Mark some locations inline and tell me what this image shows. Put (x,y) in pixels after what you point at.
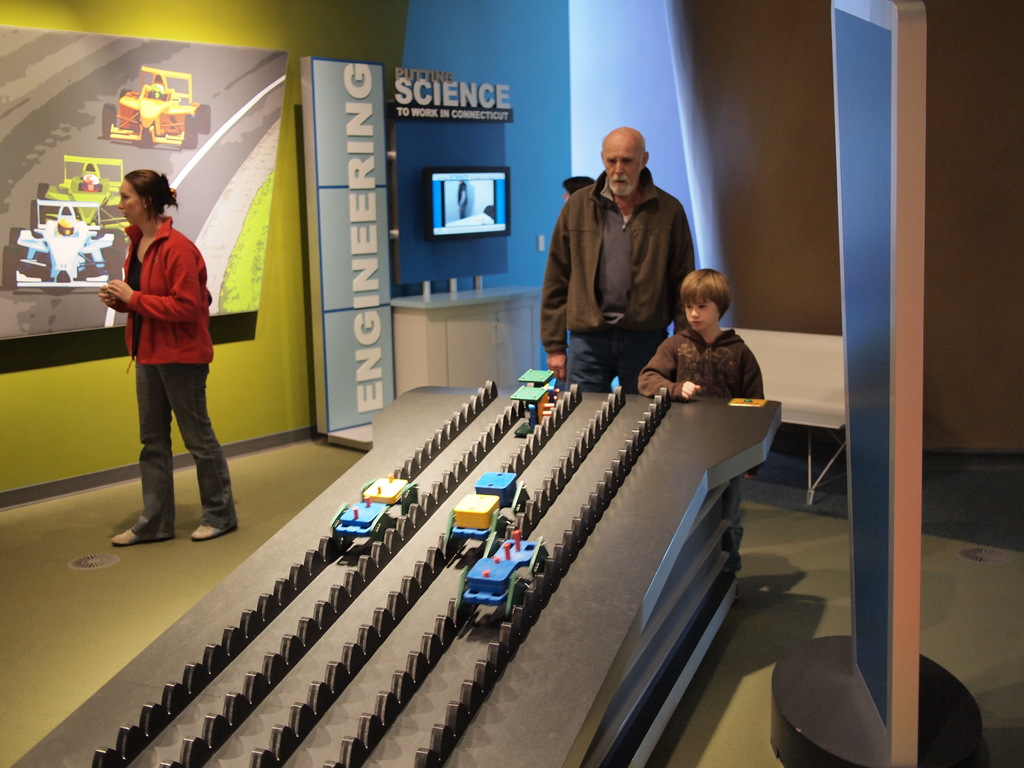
In this image we can see a group of people (607,302) standing. one woman (171,269) is wearing a red coat (179,293). In the foreground of the image (533,535) we can see group of toys (496,516) placed on a table (565,579). In the background (451,206), we can see a television (479,187) on the wall (530,259), cupboard (470,362), poster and a photo frame (139,123) on the wall (300,333).
